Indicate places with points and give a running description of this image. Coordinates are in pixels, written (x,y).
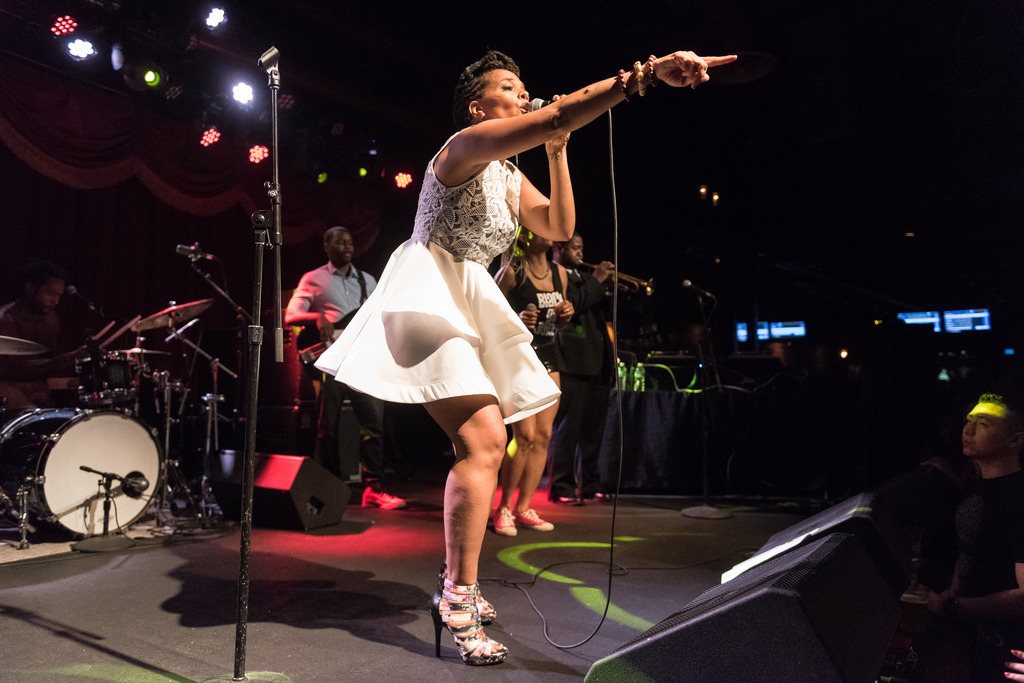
It seems like a musical concert is going on. A lady (454,274) wearing white dress (451,246) is singing she is holding a mic (540,104). Behind her musicians (315,317) are playing musical instruments (98,422). In the background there are lights (207,141). In front of the lady (606,91) a person (961,544) is watching her.
